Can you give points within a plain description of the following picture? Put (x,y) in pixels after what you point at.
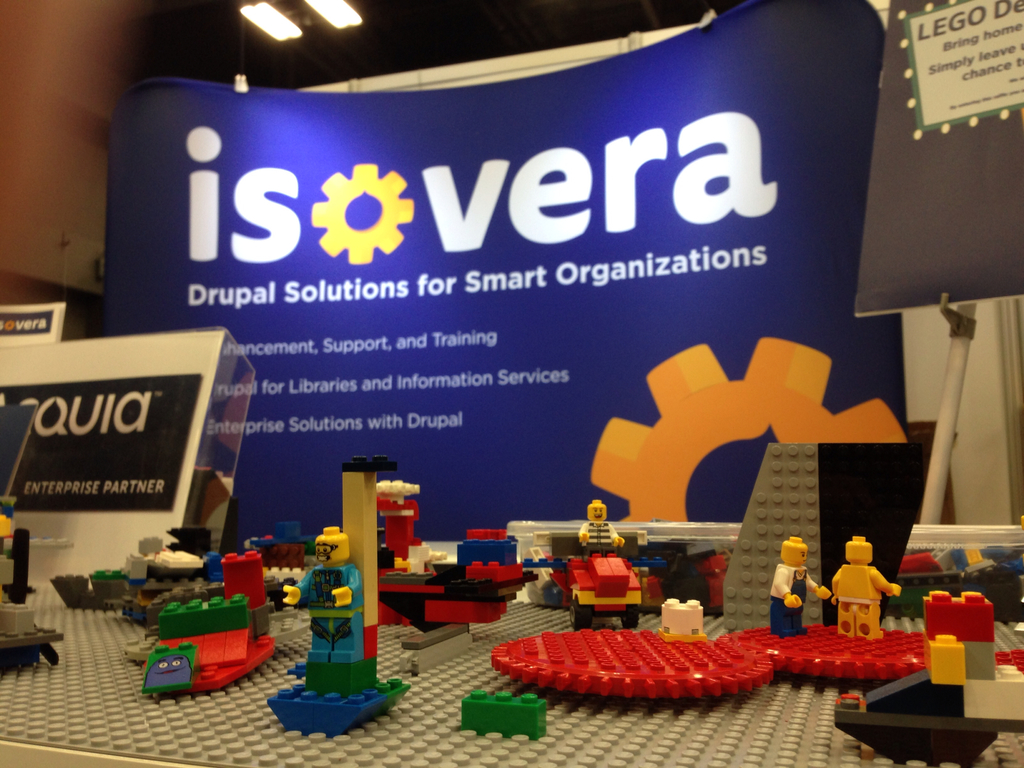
In this picture we can see some toys (461,597) here, in the background (609,412) there is a hoarding (660,357), on the right side (893,246) we can see a board (958,231), we can see lights (288,26) at the top of the picture (275,16).
